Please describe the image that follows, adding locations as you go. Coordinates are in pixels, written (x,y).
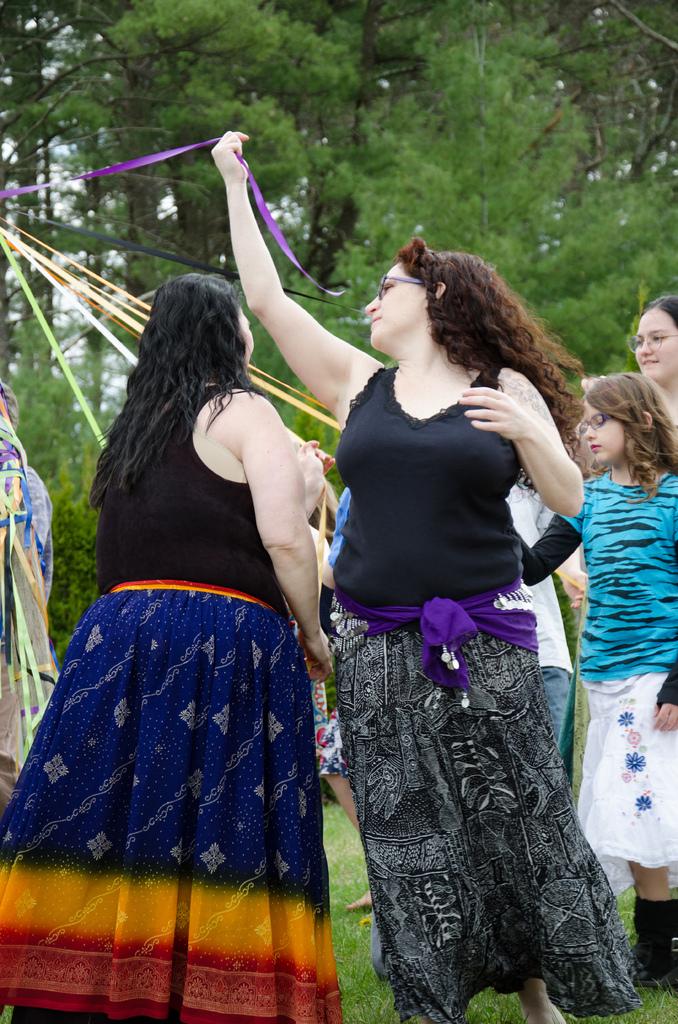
In this image I can see group of people (235,343) standing. In front (391,615) the person (388,607) is wearing black color dress (383,596) and the person (197,583) at left (127,584) is wearing black, blue and yellow color dress (121,586) and I can see few colorful ribbons (38,242), background (522,28) I can see few trees (450,13) in green color and the sky (79,185) is in white color.
